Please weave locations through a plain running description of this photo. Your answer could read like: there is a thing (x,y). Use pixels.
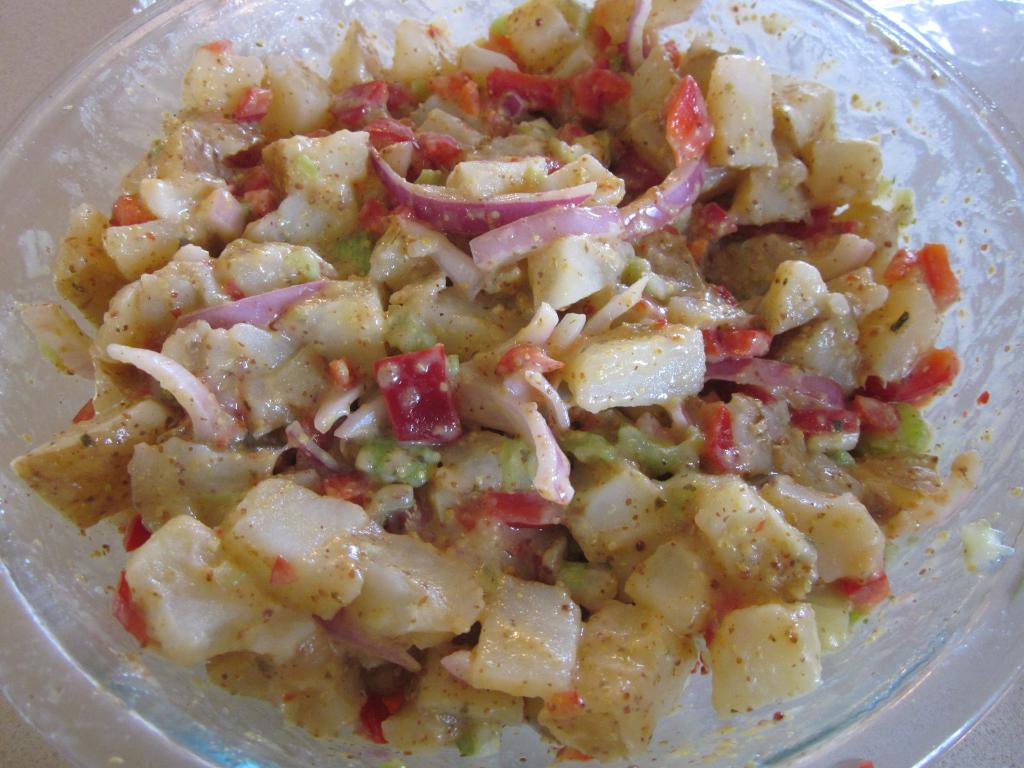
In this image there is a table (981,730) with a bowl (184,706) on it and in the bowl (125,132) there is a salad (664,494).
